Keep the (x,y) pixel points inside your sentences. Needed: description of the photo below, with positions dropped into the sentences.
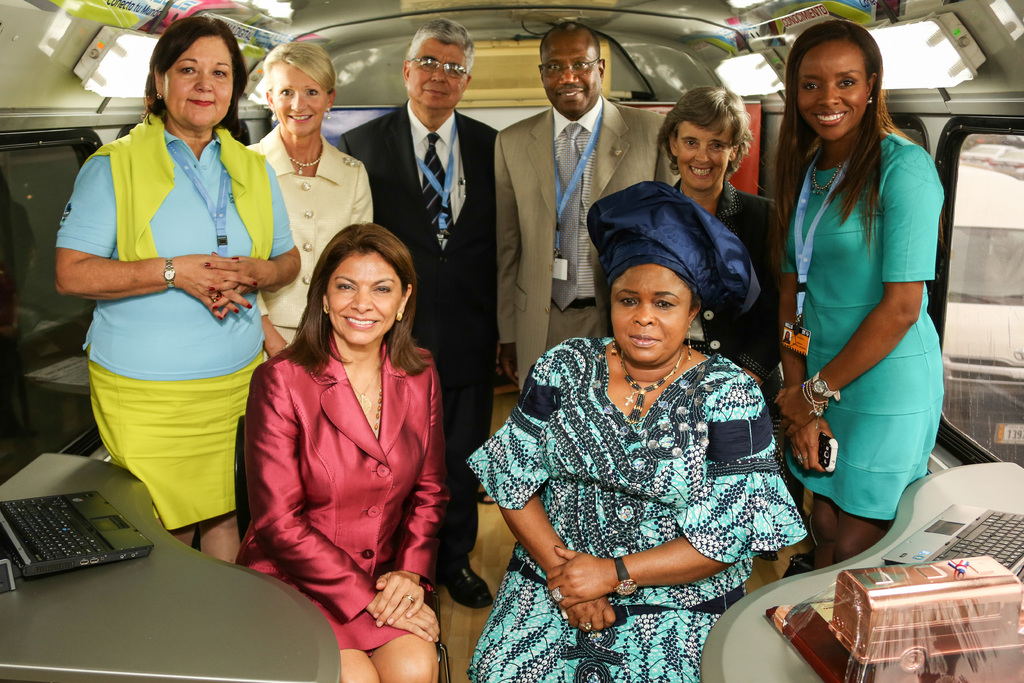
In this picture we can see six persons (776,289) standing in the background (828,253), there are two women (603,543) sitting in the front (409,502), on the left side (101,581) and right side (776,648) there are tables (735,643), we can see laptops (76,548) on these tables (141,583), in the background (130,57) there is a light (120,71).
